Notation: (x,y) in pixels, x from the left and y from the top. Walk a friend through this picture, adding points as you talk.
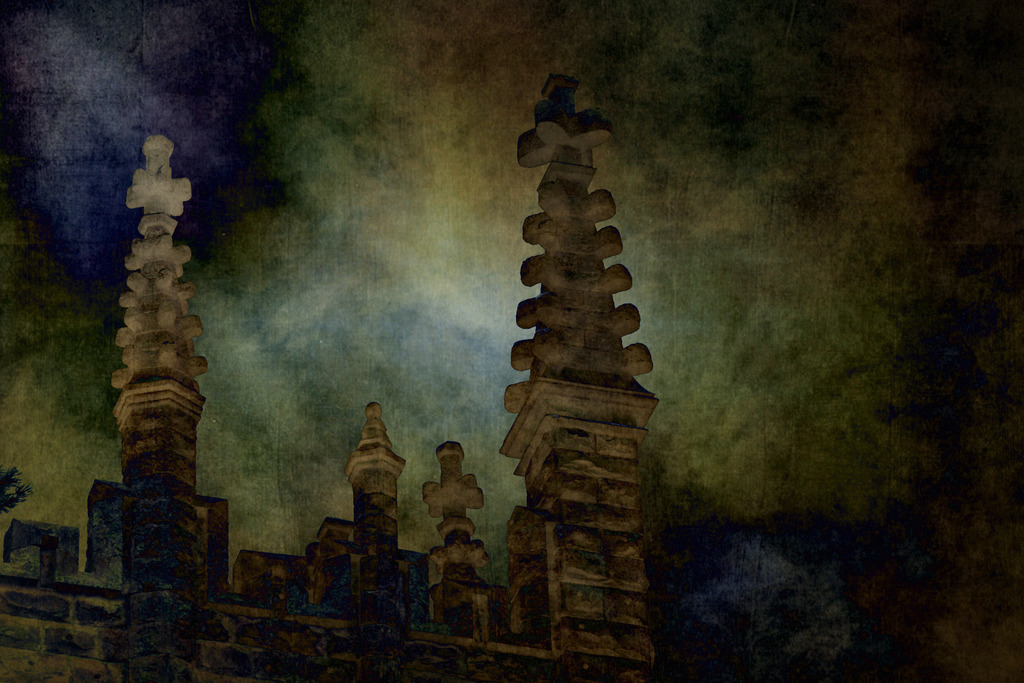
In this image we can see the castle construction (217,540). Here we can see the ancient pillars (174,506) on the top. This is a sky (508,367) with clouds (502,239).
